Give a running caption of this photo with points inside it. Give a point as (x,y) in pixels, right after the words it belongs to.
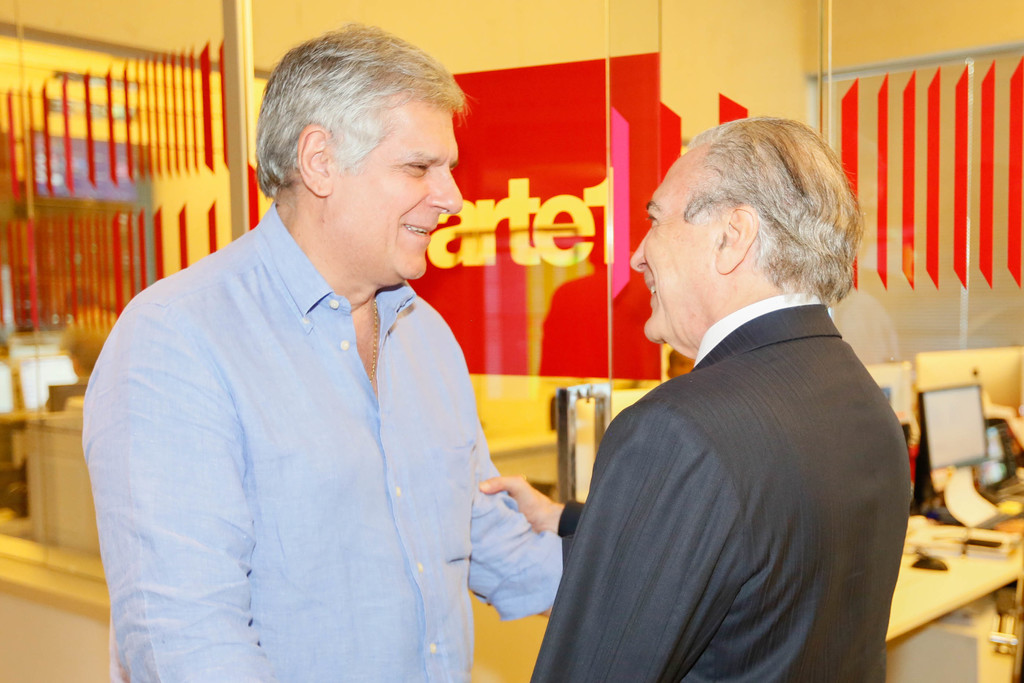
The picture is taken inside a room (884,368) where the persons (565,581) are standing, at the right corner of the picture (895,670) there is a table (975,580) and one system (976,453) and at the left corner (205,376) one person (448,520) is wearing a blue shirt (288,565) and behind him there is a big glass door (131,261) and a wall (389,23) painted in red colour.
